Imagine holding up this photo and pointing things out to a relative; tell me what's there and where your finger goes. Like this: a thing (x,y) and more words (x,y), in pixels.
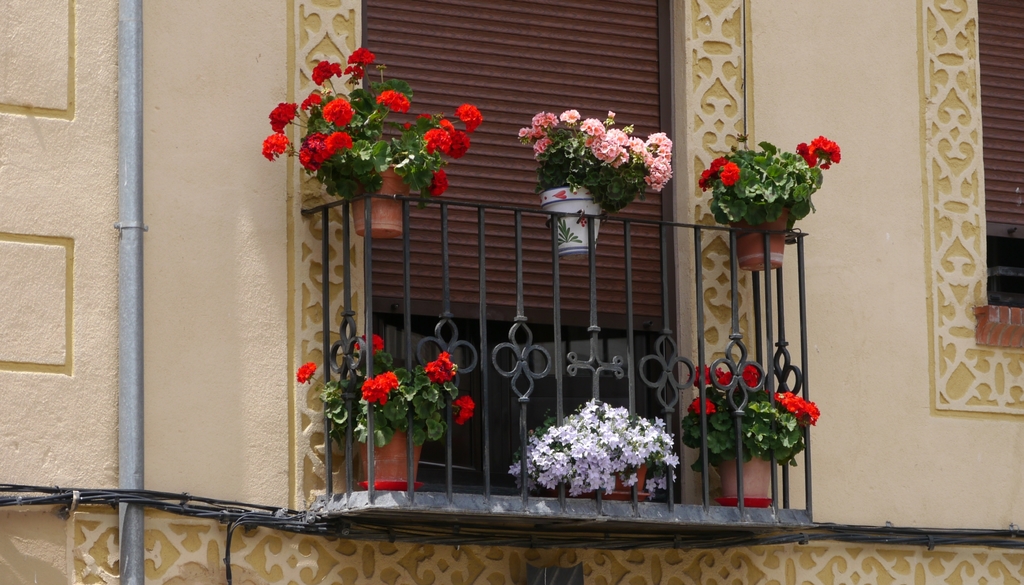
In this image there is a building (997,276). There is a balcony (400,501), in which there is a railing (593,229) and flower pots (653,179). To the left side of the image (132,427) there is a pipe (131,297).
